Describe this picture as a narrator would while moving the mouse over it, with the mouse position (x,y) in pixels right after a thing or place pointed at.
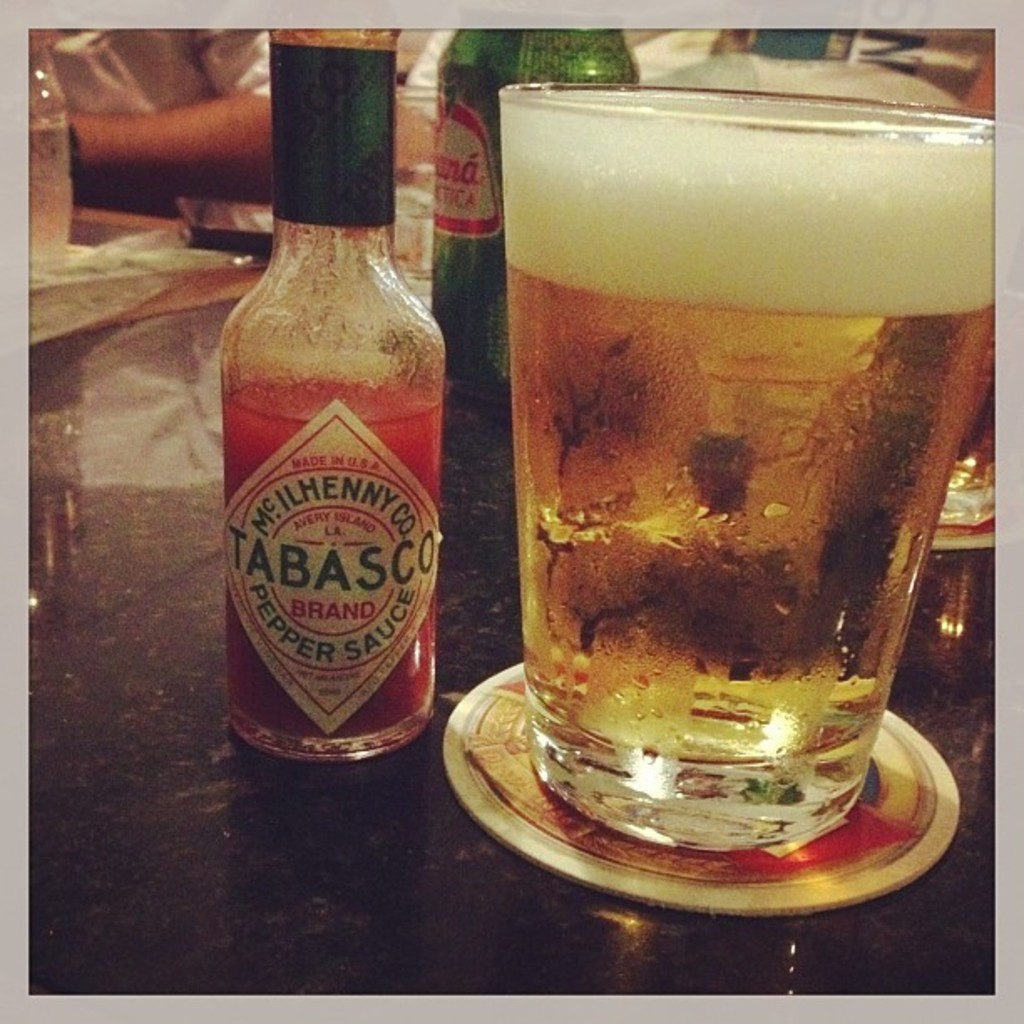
In this picture we can see bottles (293,625), glass (613,351) with drink (655,275) in it and in background (138,67) we can see some person (155,128), cloth (44,275) on table (211,406).
